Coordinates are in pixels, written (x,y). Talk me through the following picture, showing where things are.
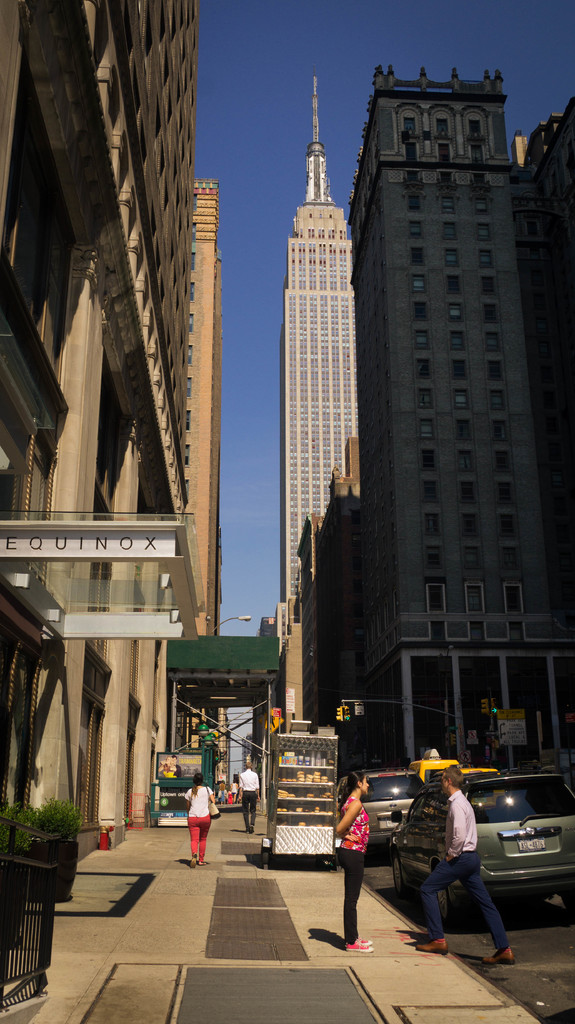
I can see three people (255,791) walking and the woman (354,854) standing. These are the cars (393,784) on the road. I can see skyscrapers (342,347) and buildings (133,208). This looks like a machine (299,801), which is placed on the footpath (276,895). Here is a flower pot (64,841) with a small plant (61,816) in it.
